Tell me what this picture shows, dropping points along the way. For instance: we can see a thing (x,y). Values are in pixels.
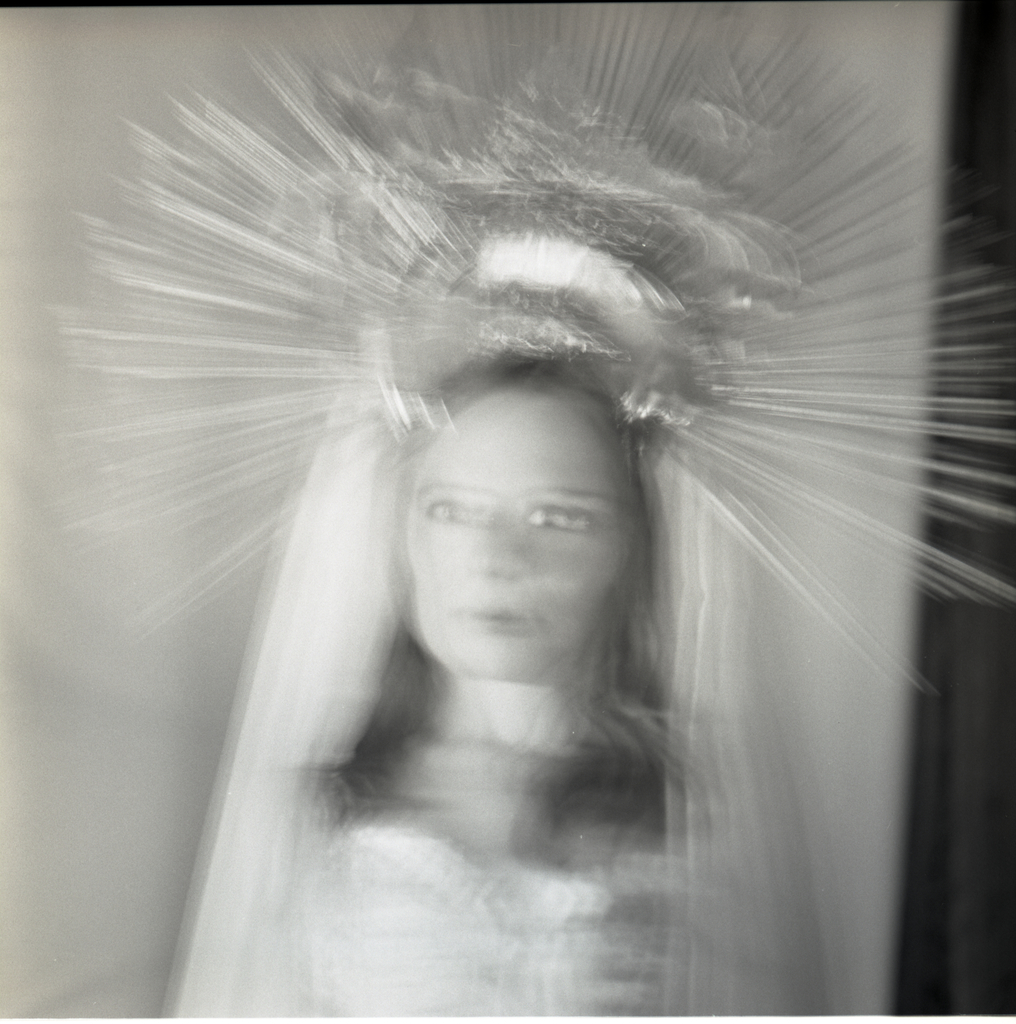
In this black and white picture there is a woman (571,670). There is a crown (515,246) on her head (573,631). The image is shaky.
